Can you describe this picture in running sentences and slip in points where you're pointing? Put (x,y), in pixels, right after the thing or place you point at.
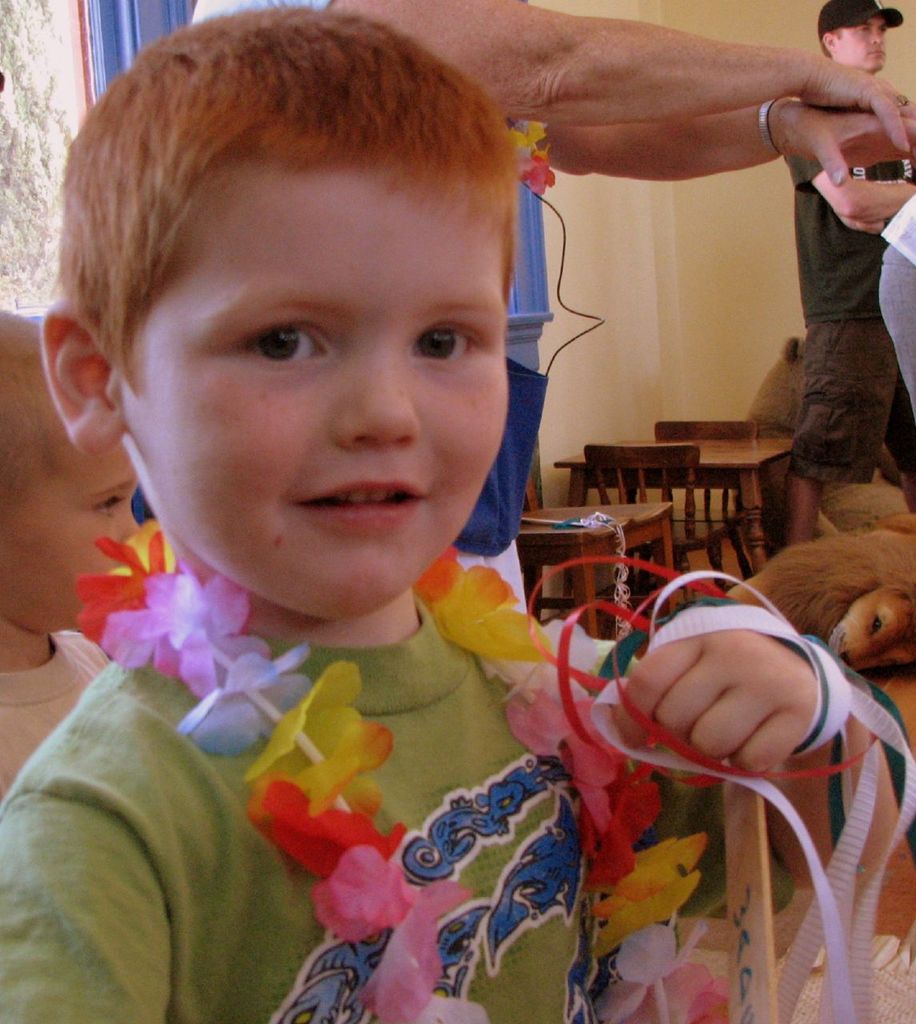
Boy (453,646) standing, here there are tables (712,449) and chairs (716,437), person (847,388) is standing, this is animal (838,595).
